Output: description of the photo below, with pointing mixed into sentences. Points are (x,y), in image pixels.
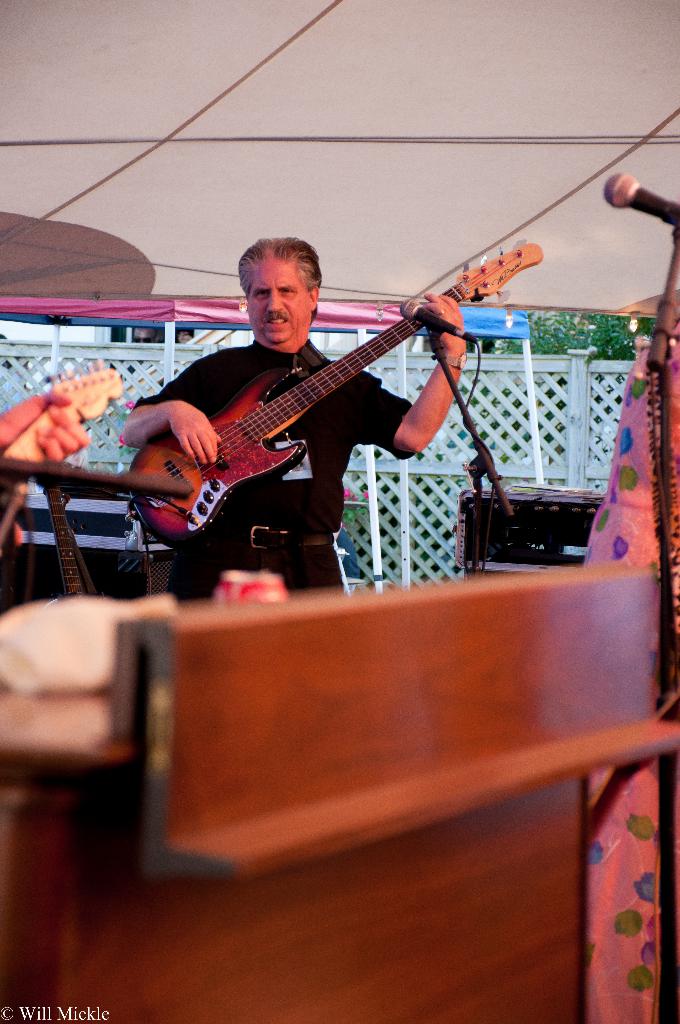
Man (313,523) in black shirt (347,403) is holding guitar (229,441) in his hands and playing it. In front of him, we see microphone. In front of the picture, we see a table (303,684) on which coke bottle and tissue paper (91,615) are placed. On top of picture (192,62), we see the ceiling (379,191) of that room (399,206). Behind him, we see fencing (581,388) and trees (604,331).
